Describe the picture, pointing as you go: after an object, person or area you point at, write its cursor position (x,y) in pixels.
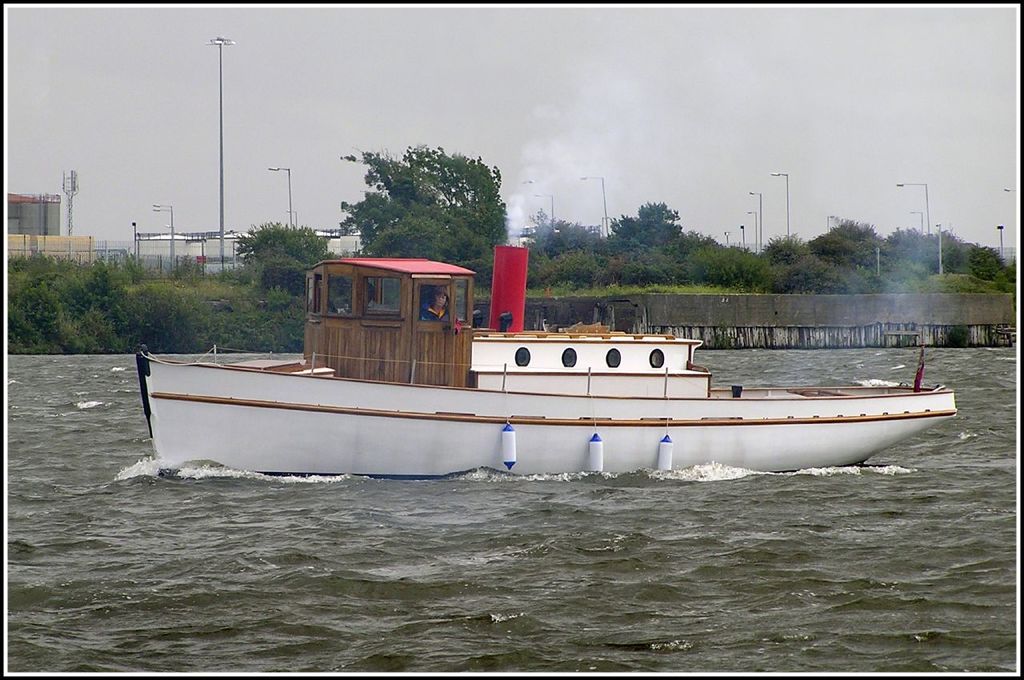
In this image I can see a boat (427,419) which is white, brown and red in color is on the surface of the water (489,511) and I can see a person (443,294) on the boat (455,298). In the background (204,307) I can see few plants (176,309), few trees (401,237), few light poles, a building (65,248) and the sky (358,93).
